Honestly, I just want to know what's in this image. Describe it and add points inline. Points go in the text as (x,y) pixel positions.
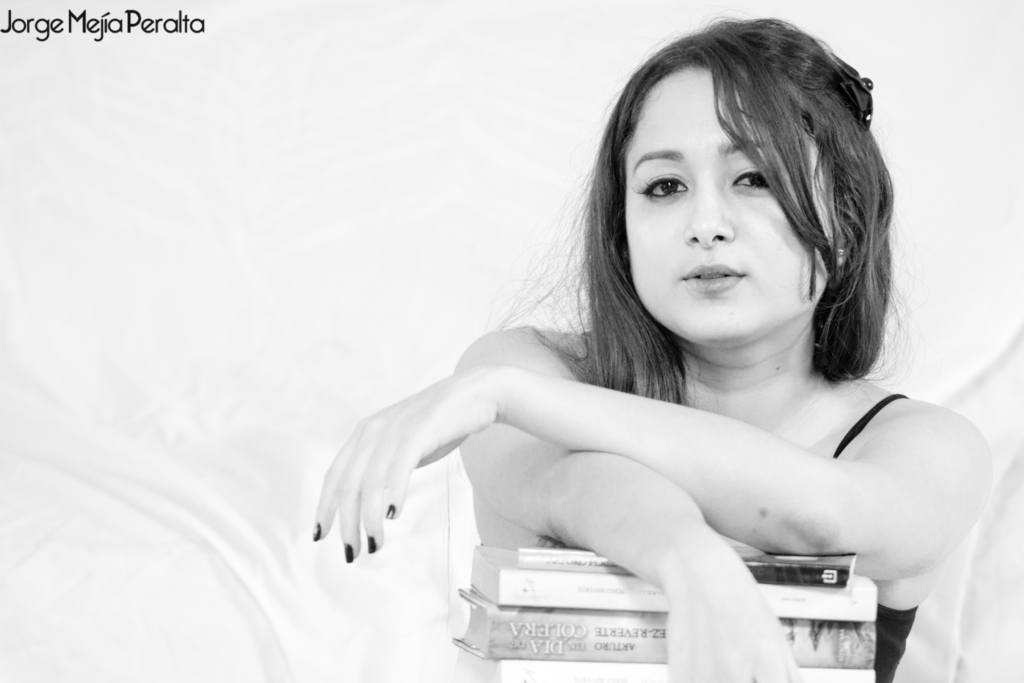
It is a black and white image. In this image person (398,483) is leaning on books (507,632). In front of her there are books (518,639).
